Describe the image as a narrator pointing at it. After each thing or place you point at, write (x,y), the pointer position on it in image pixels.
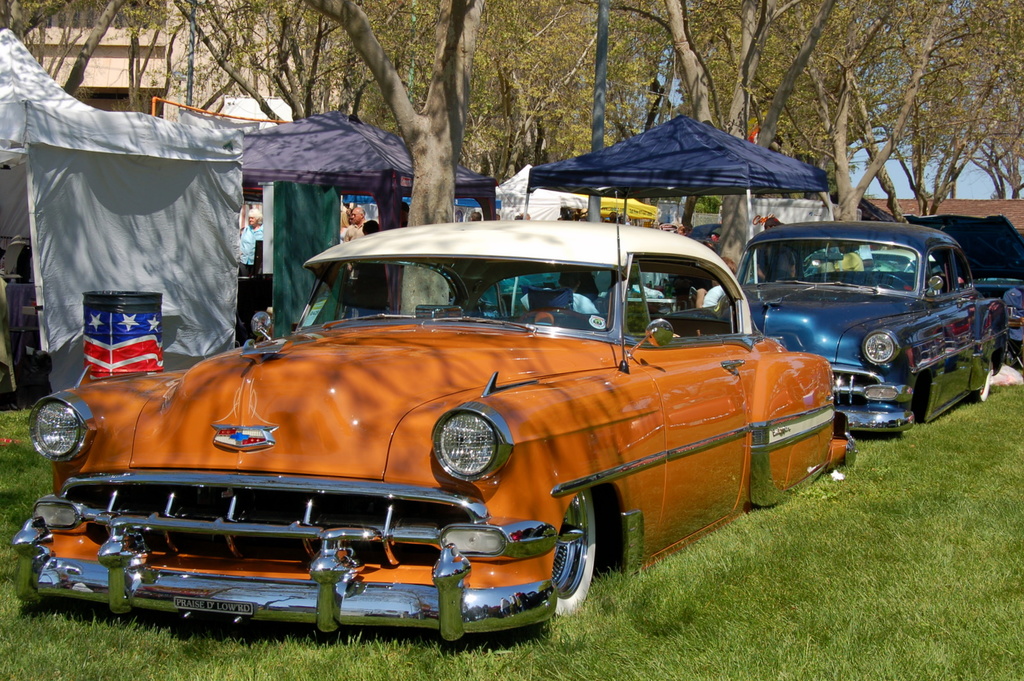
In this image I can see grass (768,658), few vehicles (545,406), few tents (490,200), a building (159,59) and number of trees (453,99). Here I can see an object (147,324) and in the background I can see few people (253,264) are standing.
